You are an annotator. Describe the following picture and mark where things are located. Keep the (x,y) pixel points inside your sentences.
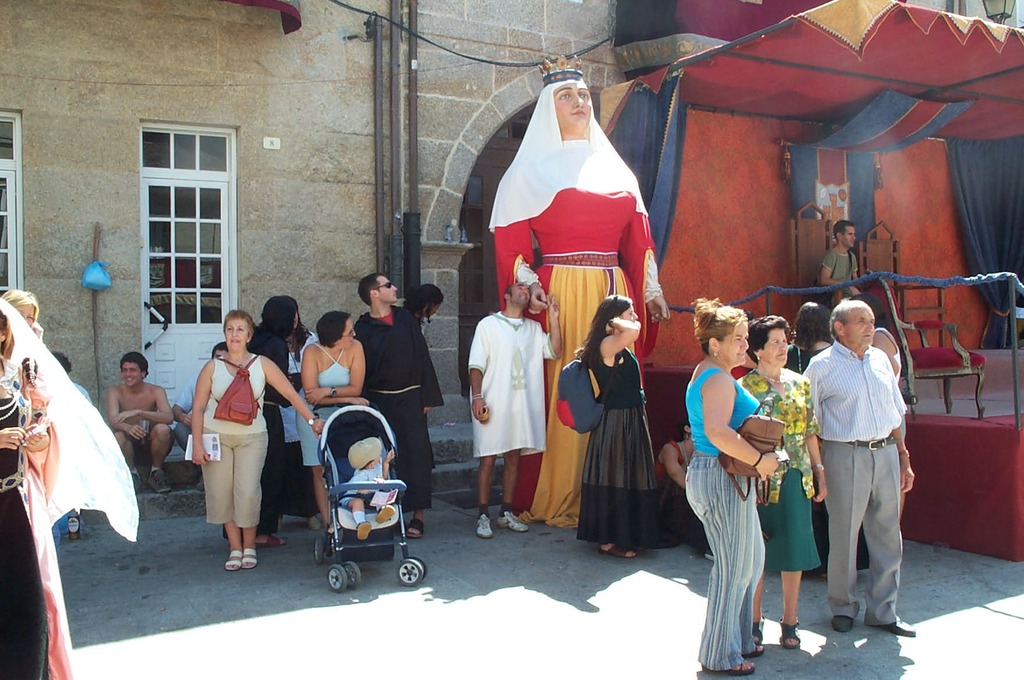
In this picture, we see many people (247,471) standing on the road (704,574). In the middle of the picture (529,365), the man (495,350) in the white t-shirt (489,403) is standing beside the statue of a woman (561,230) which is in red and yellow color. Beside that, we see a stage (923,399) on which chairs (928,323) are placed. We even see the man (829,268) in green t-shirt (829,268) is sitting on the chair (802,263) and he is sitting under a red color tent (738,109). Behind these people (497,355), we see a wall (337,95) which is made up of stones (331,201) and beside that, we see a white door (158,311). This picture is clicked outside the city.
